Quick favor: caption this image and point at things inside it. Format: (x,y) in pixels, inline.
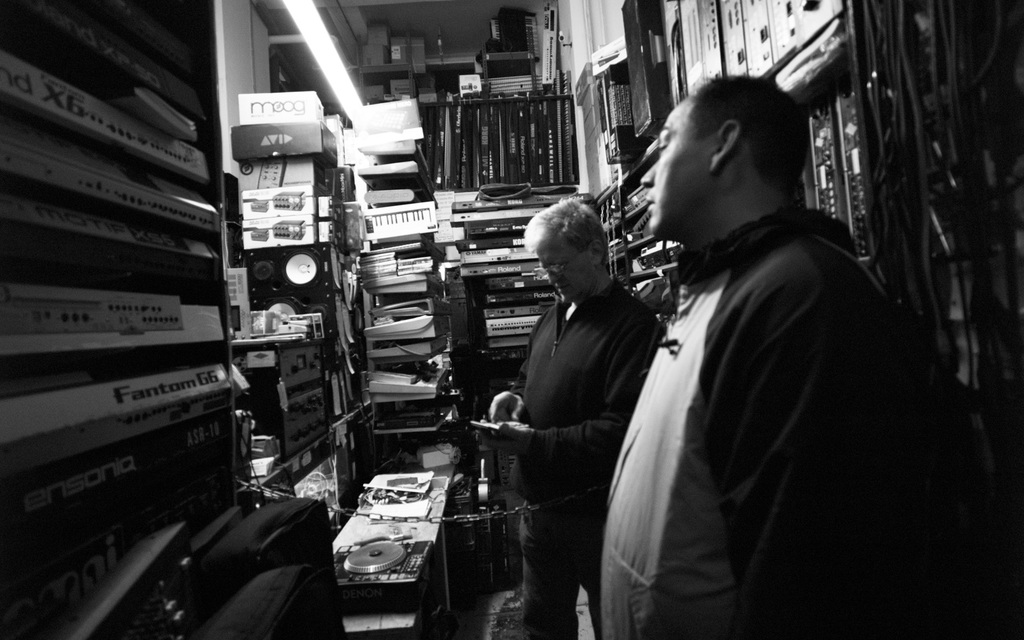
In this image I can see two men (568,410) are standing and I can see both of them are wearing jackets (638,404). I can also see number of things (161,141) over here and on it I can see something is written. I can also see this image is black and white in colour.
